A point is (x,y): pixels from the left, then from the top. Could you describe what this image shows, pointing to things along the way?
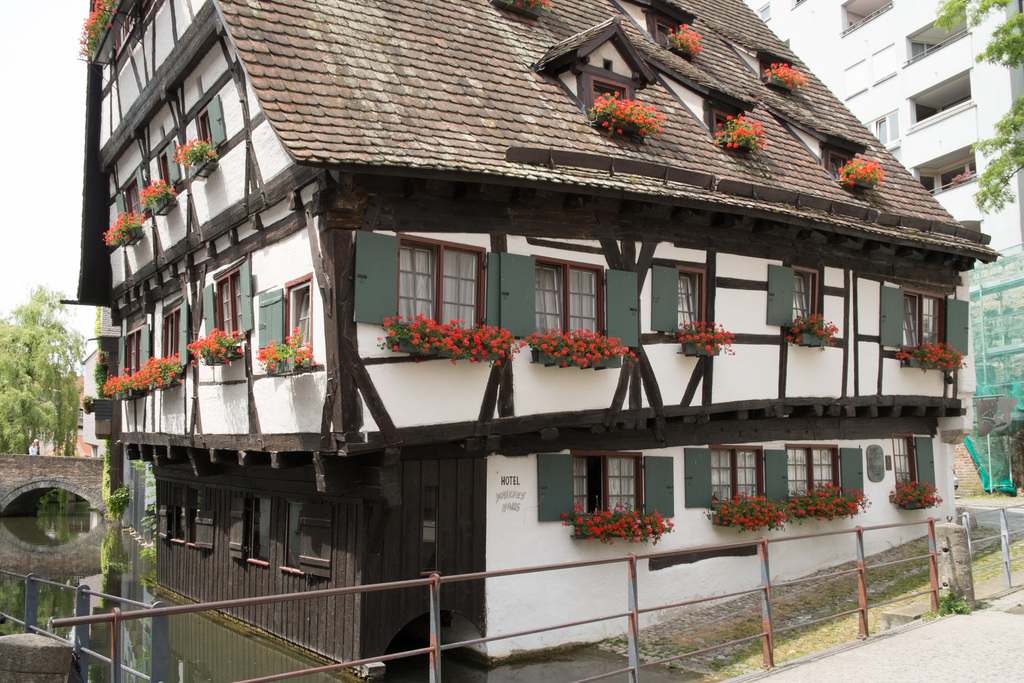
In the picture I can see house (153,234) with flower pots (936,357), I can see windows (816,272) through which I can see curtains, here I can see the steel railing (114,680), a bridge (24,491), another building (932,31), trees (961,12) and the sky (54,320) in the background (1018,114).
